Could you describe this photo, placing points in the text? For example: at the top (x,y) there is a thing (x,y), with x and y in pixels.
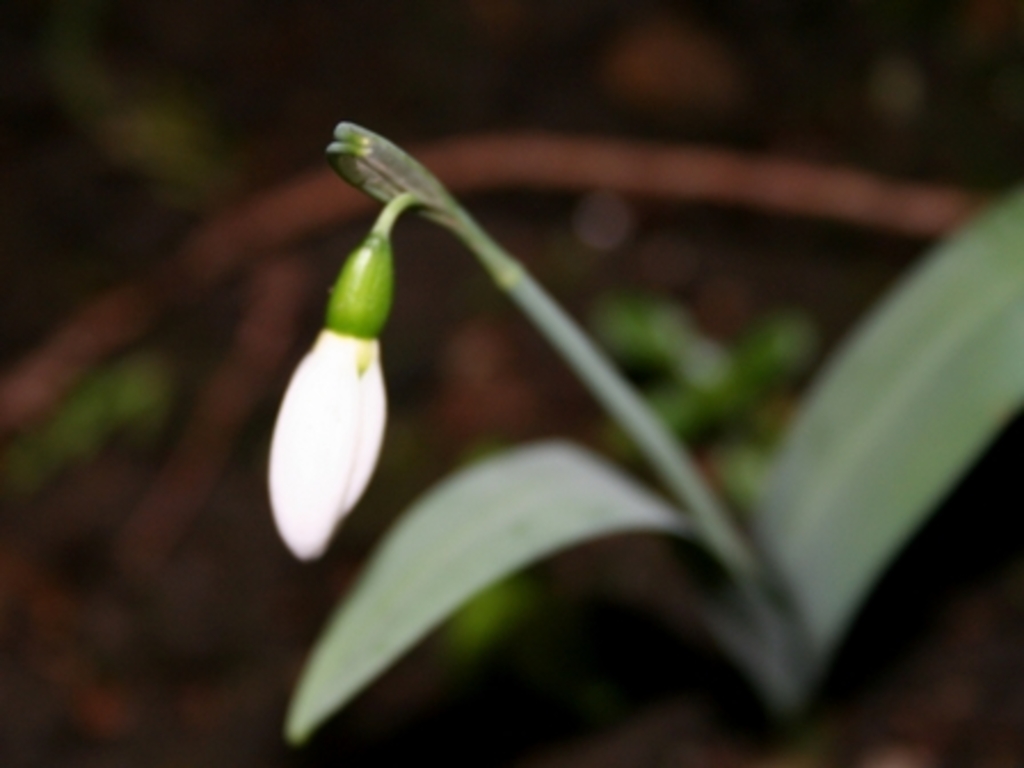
Here we can see bud (360,274), stem (432,193) and leaves (561,447). Background (740,413) it is blur.
